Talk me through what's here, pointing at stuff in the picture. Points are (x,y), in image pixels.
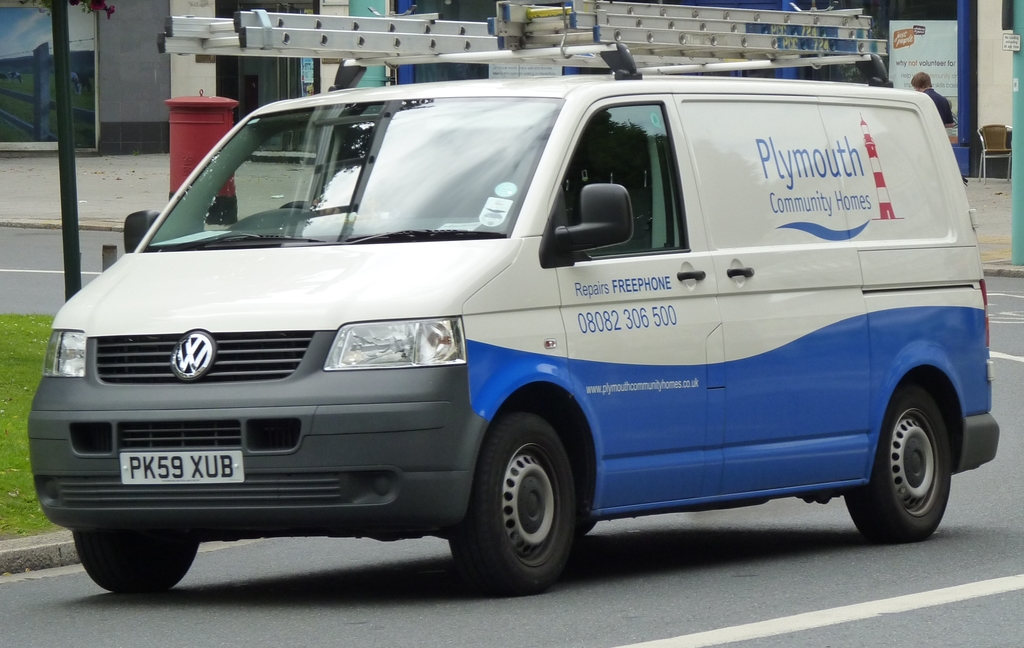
In this image there is a van (469,410) on the road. On the van (383,414) there are ladders (522,40) kept on the rack (491,55). There is a postbox (182,158) on the footpath (112,170). In the background (117,48) there are buildings (210,72). On the right side (947,42) there is a hoarding (943,44) in the background (922,65). On the left side (9,469) there is grass (3,378) beside the van (105,454).
